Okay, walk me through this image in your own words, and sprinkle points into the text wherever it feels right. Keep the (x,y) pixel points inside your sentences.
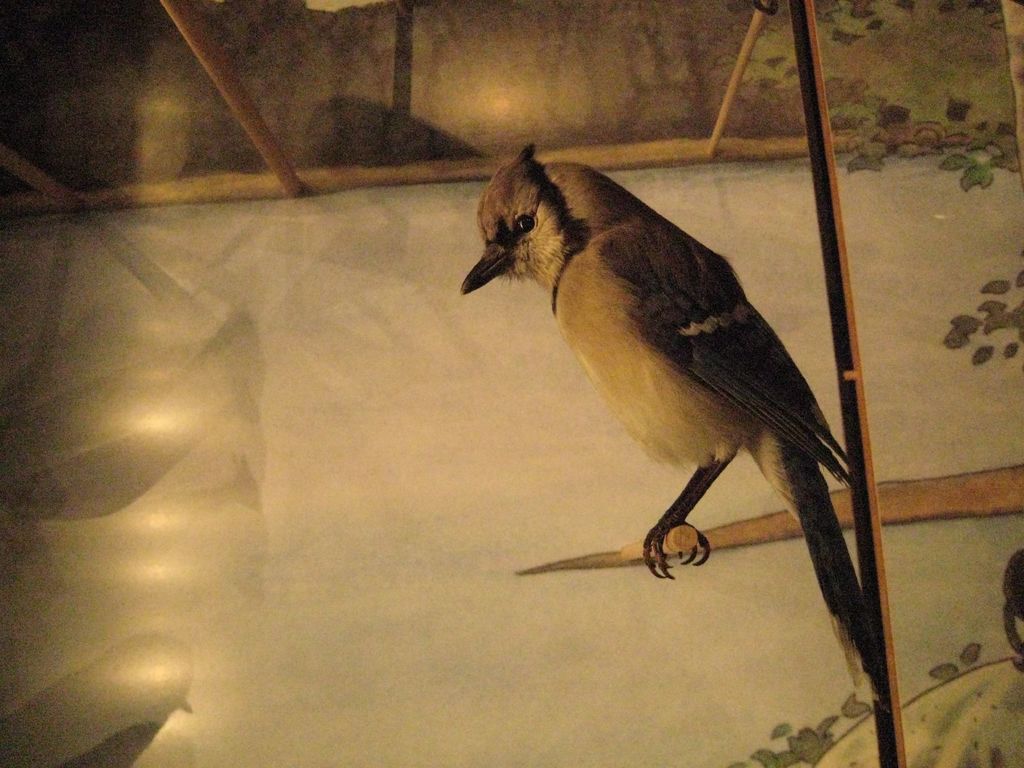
In this image we can see a bird (624,369) on the stick (672,552). In the background (284,377) there is a wall (438,250) and we can see a painting (860,162) on the wall (912,591). At the top (286,189) there are sticks (275,174).
